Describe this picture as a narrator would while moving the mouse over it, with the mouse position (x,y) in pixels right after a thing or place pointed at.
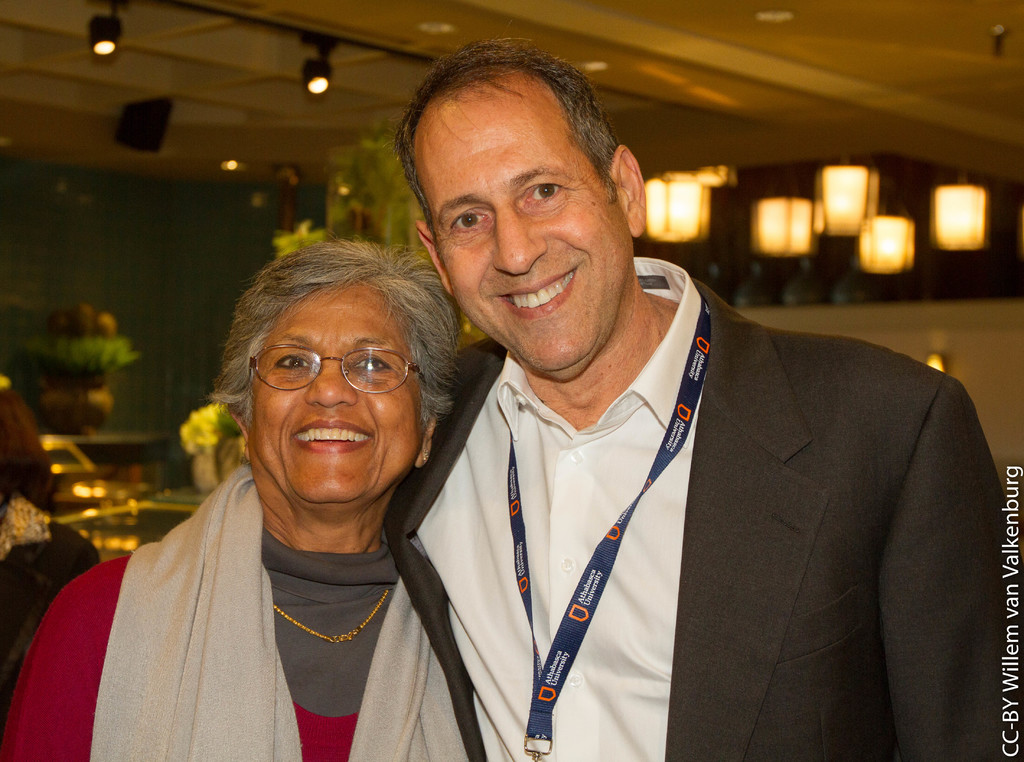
In this image we can see there are two people (418,580) standing and smiling, beside them there are few flower pots (199,438). At the top (363,102) there is a ceiling (374,106) with lights (792,216).
